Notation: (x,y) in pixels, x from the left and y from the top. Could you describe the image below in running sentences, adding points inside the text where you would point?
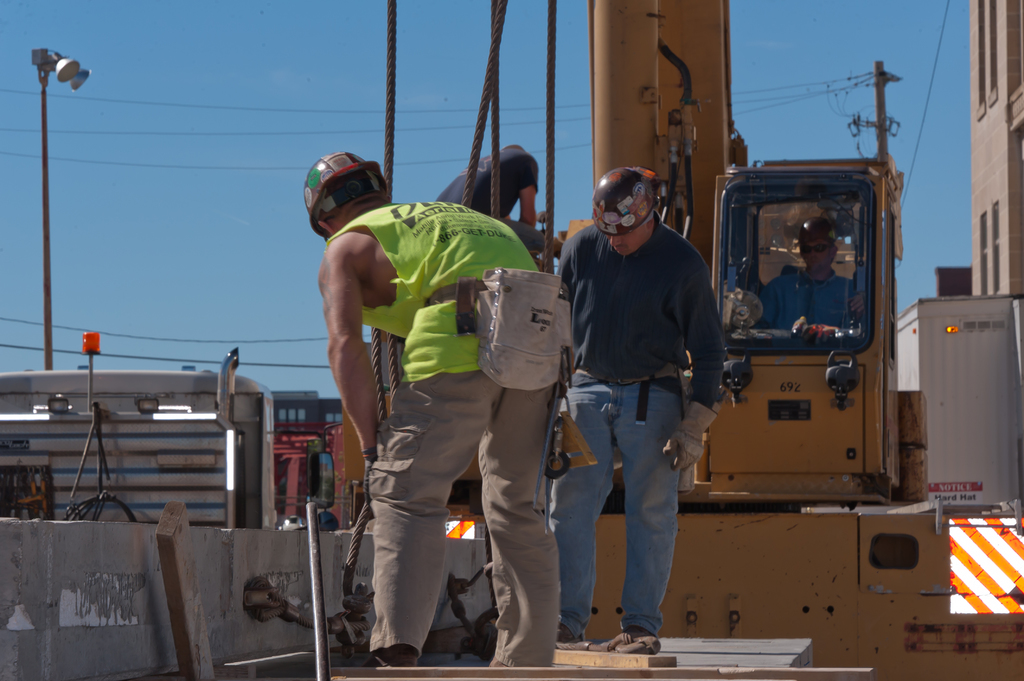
In this image two people (630,342) are standing on an object (566,653) which is tied with ropes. They are wearing helmets (323,188). A person (783,291) is sitting in the vehicle (803,359). He is wearing goggles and cap (804,235). A person (482,200) is standing on the vehicle (811,369). Left side (70,541) there is a wall (227,572). Behind there are vehicles (217,454) and few objects (95,418) on the floor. Right side (986,19) there is a building (992,139). Before it there is a pole (876,82) connected with wires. Left side there is a street light (45,239). Top of the image (309,152) there is sky (275,122).
